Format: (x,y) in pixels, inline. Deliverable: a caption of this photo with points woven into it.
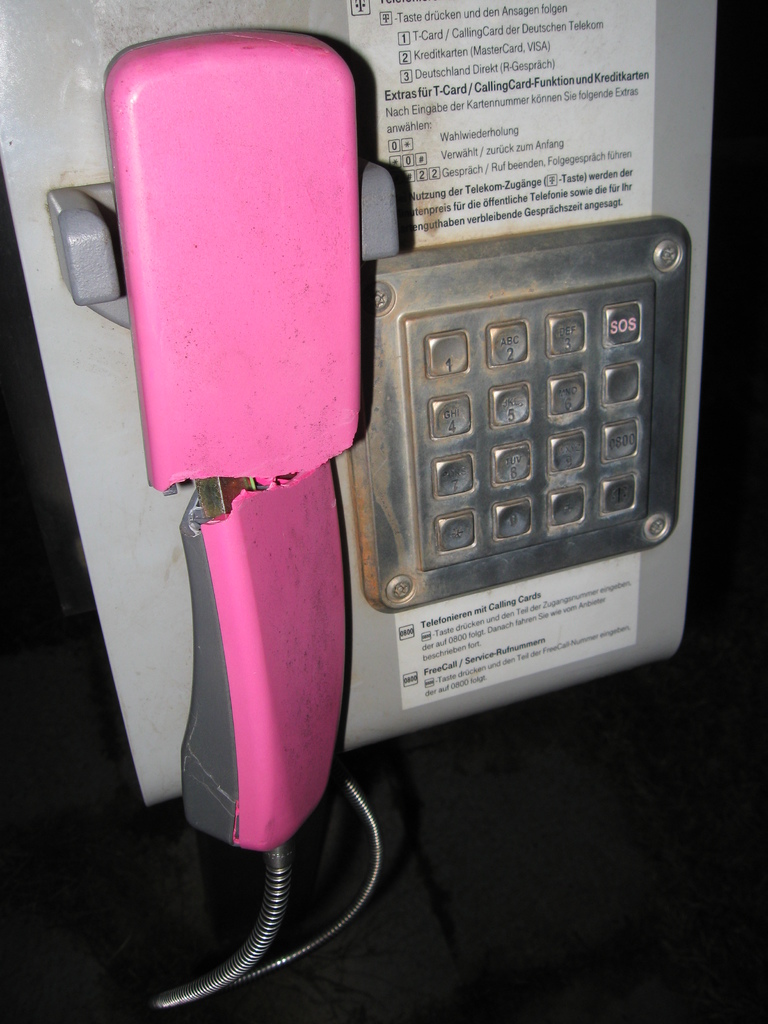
In this image we can see a telephone (192,746) with cable (347,780), number (449,469) and some text (530,215) on it.
